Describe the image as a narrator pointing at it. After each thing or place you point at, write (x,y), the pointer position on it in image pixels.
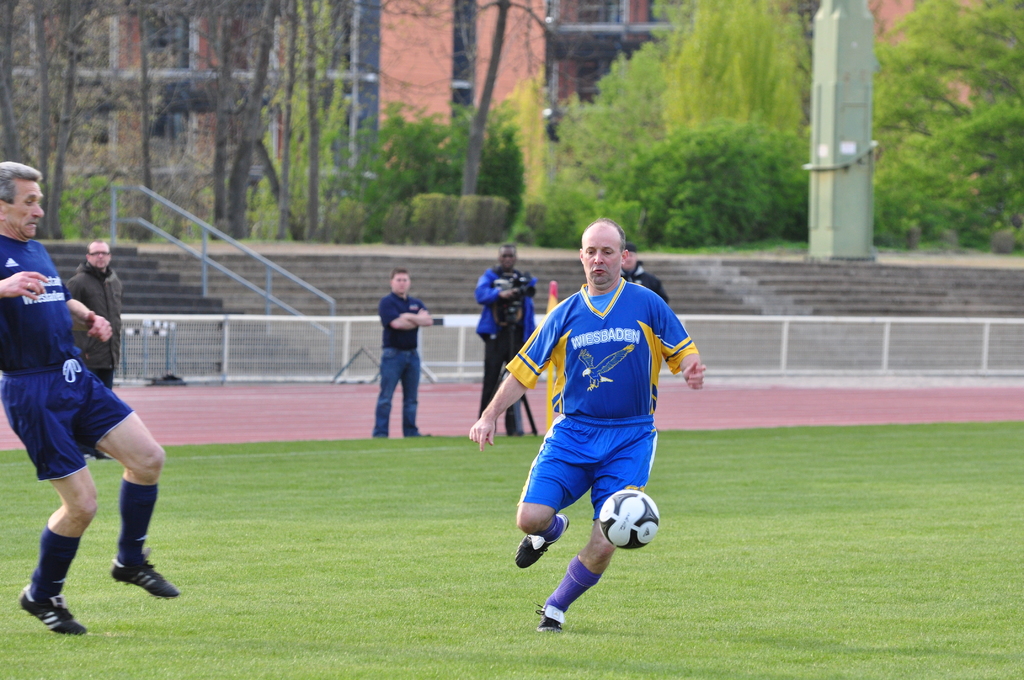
In this image we can see two people (578,578) are playing football and other persons (519,346) are watching them. On the top of the image (632,83) we can see building (573,89), trees (612,132) and steps (753,293).
